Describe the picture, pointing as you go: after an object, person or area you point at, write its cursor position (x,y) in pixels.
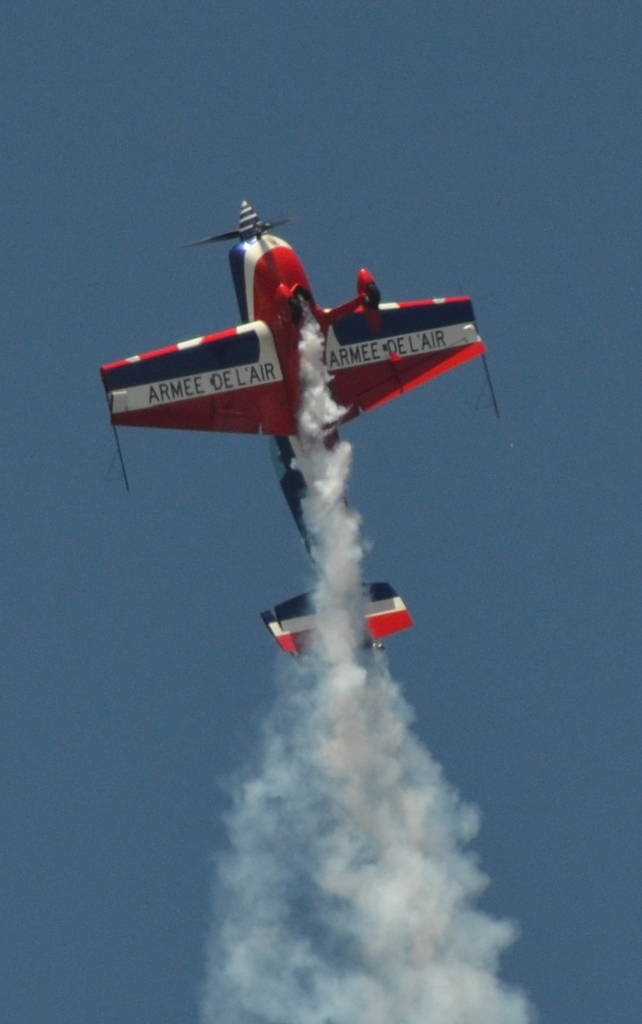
In this image we can see an aircraft (290,353) flying in the air (279,153).
